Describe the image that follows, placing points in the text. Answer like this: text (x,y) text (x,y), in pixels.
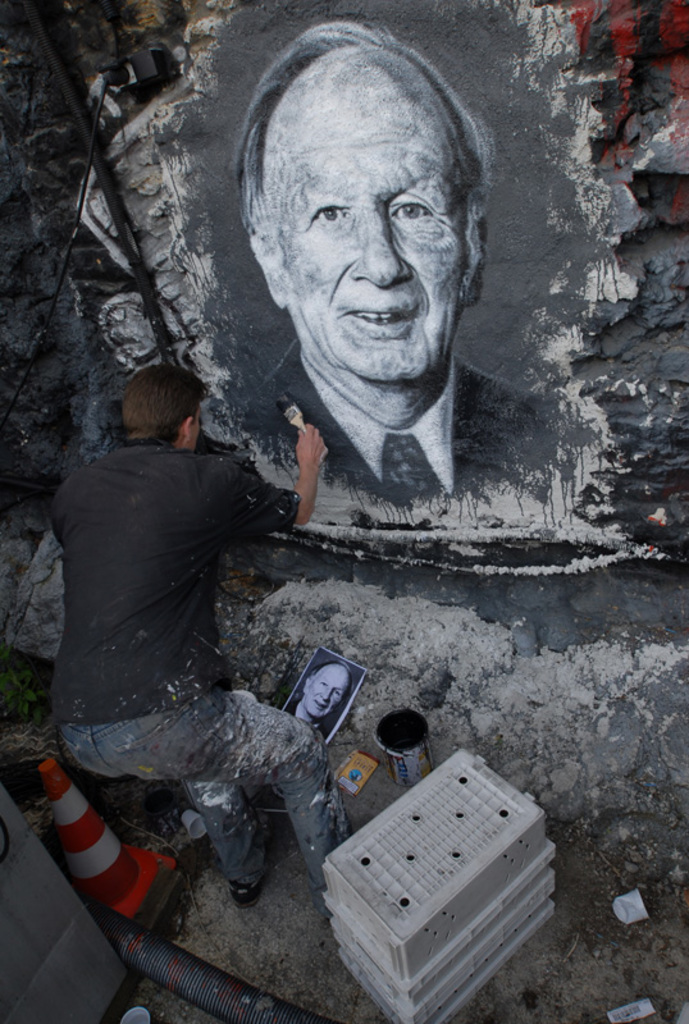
In this picture there is an old man photograph (287,448) crafted on the rock (242,13). Beside there is a man (145,513) wearing a black t-shirt (178,548) and painting on the rock (368,577). In the front (414,836) bottom there is a white color boxes (427,887) and black paint box (390,762).
